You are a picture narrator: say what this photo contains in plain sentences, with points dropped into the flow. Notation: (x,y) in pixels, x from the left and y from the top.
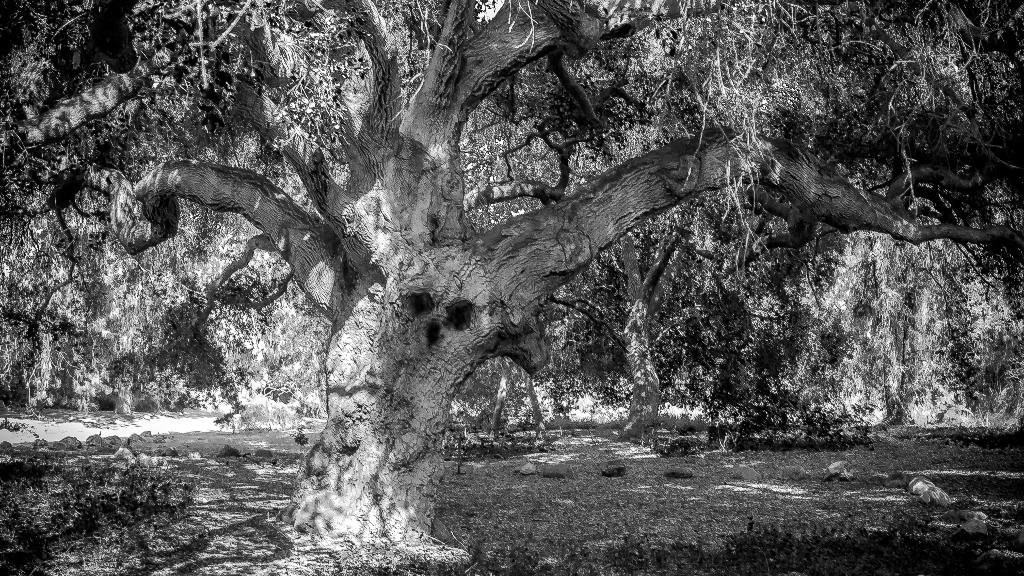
This is a black and white image. This image consists of trees (424,226). They have leaves (18,130).
